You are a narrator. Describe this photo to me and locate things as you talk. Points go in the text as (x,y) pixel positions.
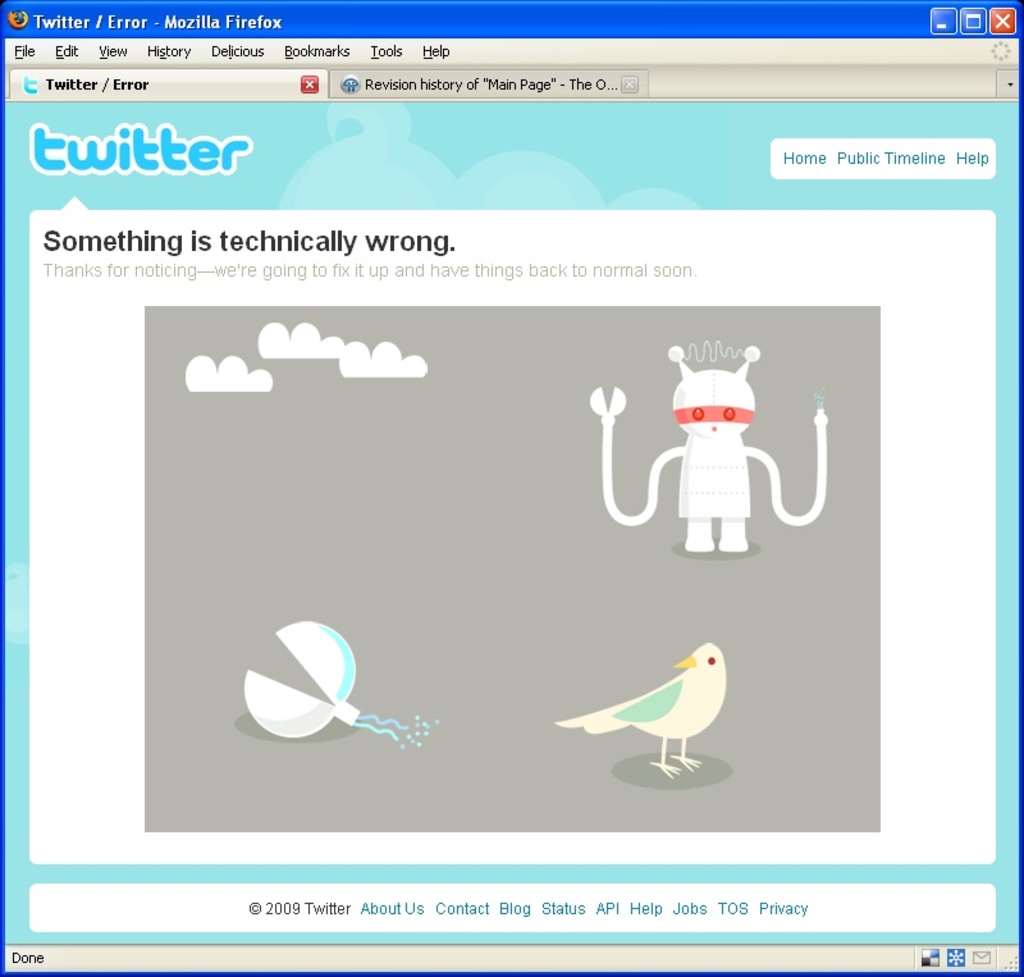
In this picture we can see web page (61,682), in this web page (341,878) we can see images (675,662) and some text (878,155).
